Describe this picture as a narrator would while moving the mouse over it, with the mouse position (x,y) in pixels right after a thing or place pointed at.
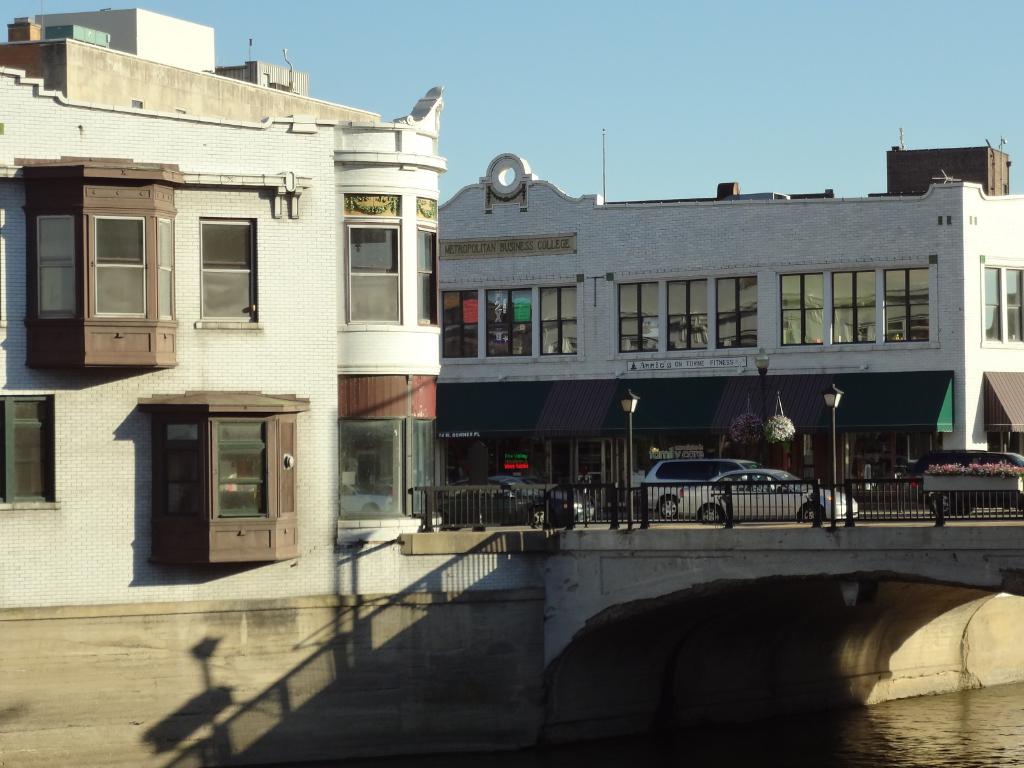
In this image there is a bridge (818,662) in the bottom right side of this image (858,597). There is some water (719,747) in the bottom of this image (772,742). There is a fencing (565,523) in middle of this image (594,511). there are some vehicles (673,508) on to this bridge (736,529) as we can see on the right side of this image (720,480). There are some buildings (439,324) in the background (507,341). There is a sky (557,68) on the top of this image (568,63).
